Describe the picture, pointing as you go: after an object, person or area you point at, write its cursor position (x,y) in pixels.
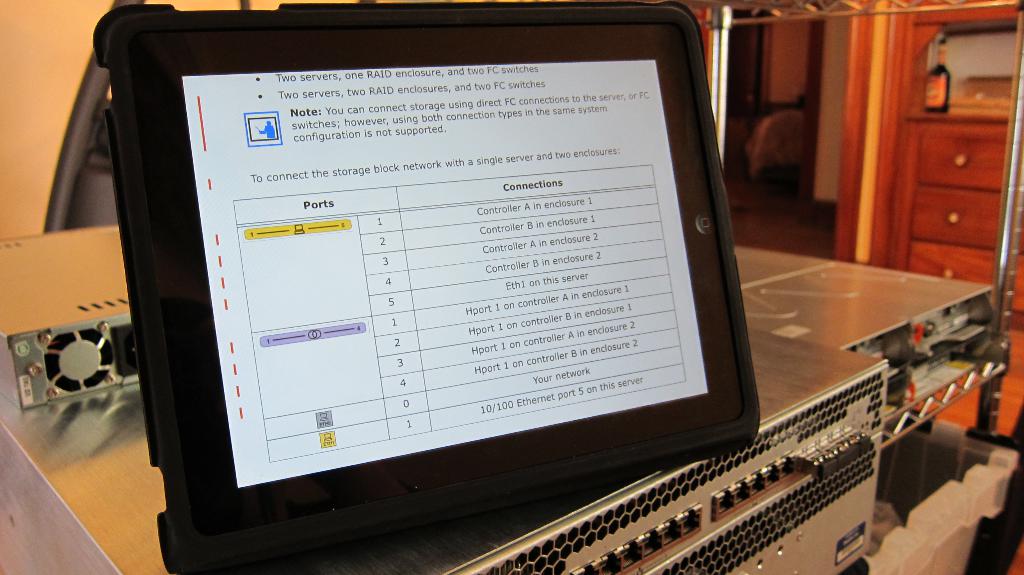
This is a tab (501,253) and a bottle (929,102).
